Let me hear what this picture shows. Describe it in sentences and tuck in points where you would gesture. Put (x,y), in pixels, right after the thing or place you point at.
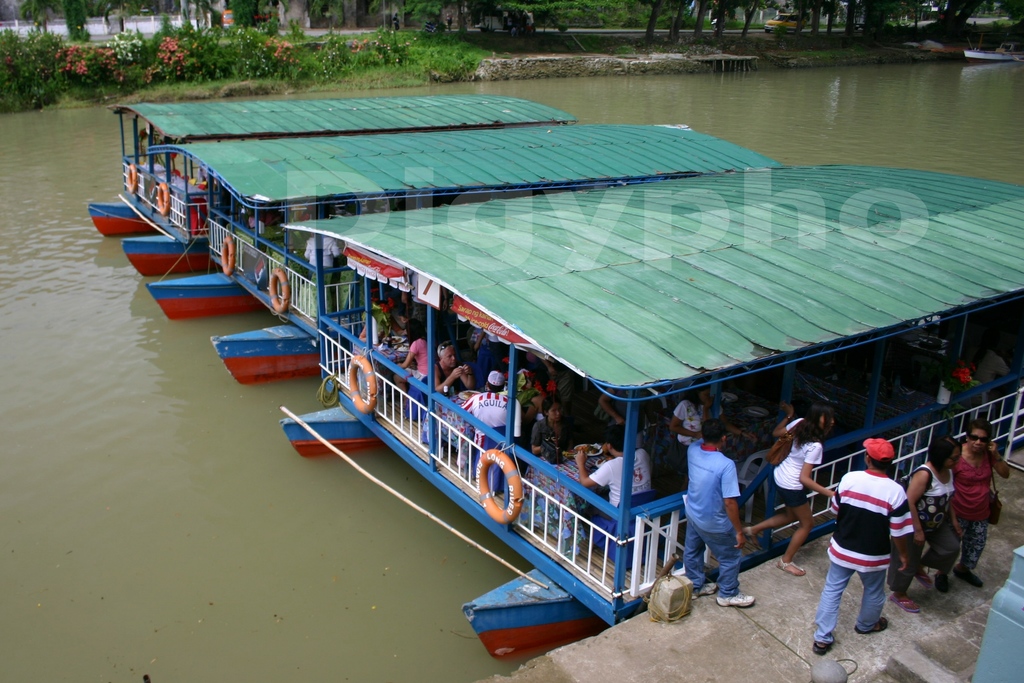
In this image on the water body (215,380) there are boats (237,248). Inside the boats (555,500) there are many people (440,372). These are life buoys (374,388). In the background (140,66) there are trees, plants (184,49). On the road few vehicles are moving. In the foreground (877,566) there are few people (878,553) on the ground (722,662).
